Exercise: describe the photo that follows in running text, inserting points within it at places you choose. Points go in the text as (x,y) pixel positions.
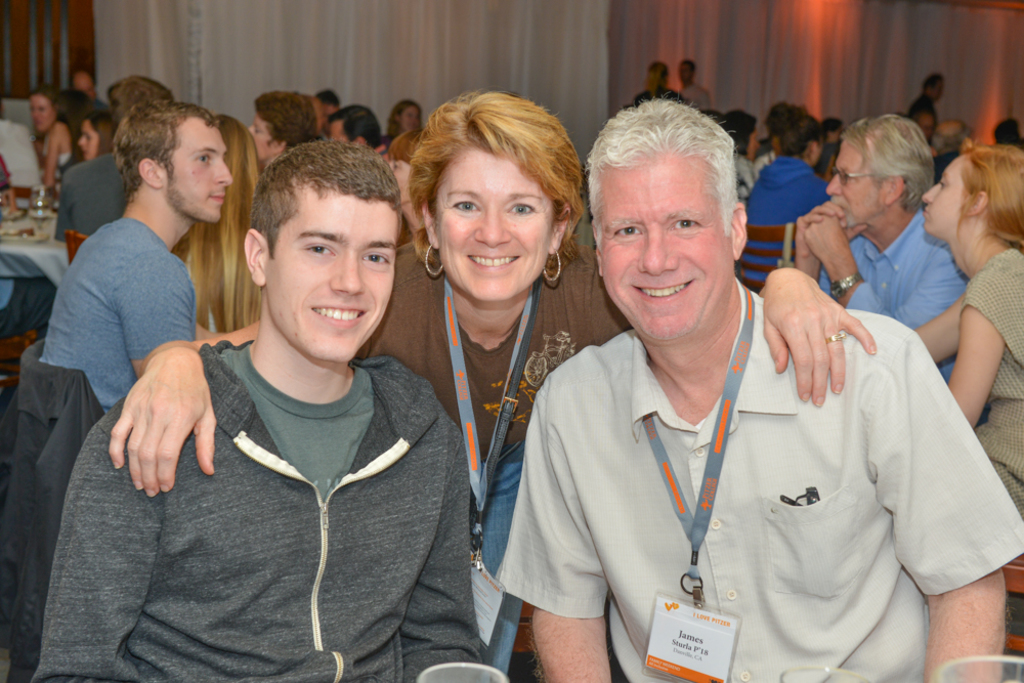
This picture describes about group of people (235,348), few are seated and few are standing, on the left side of the image (43,215) we can see a glass (38,201) and other things (27,235) on the table (19,222), and few people (574,535) wore tags (467,399), in the background (462,34) we can see curtains (470,57).
